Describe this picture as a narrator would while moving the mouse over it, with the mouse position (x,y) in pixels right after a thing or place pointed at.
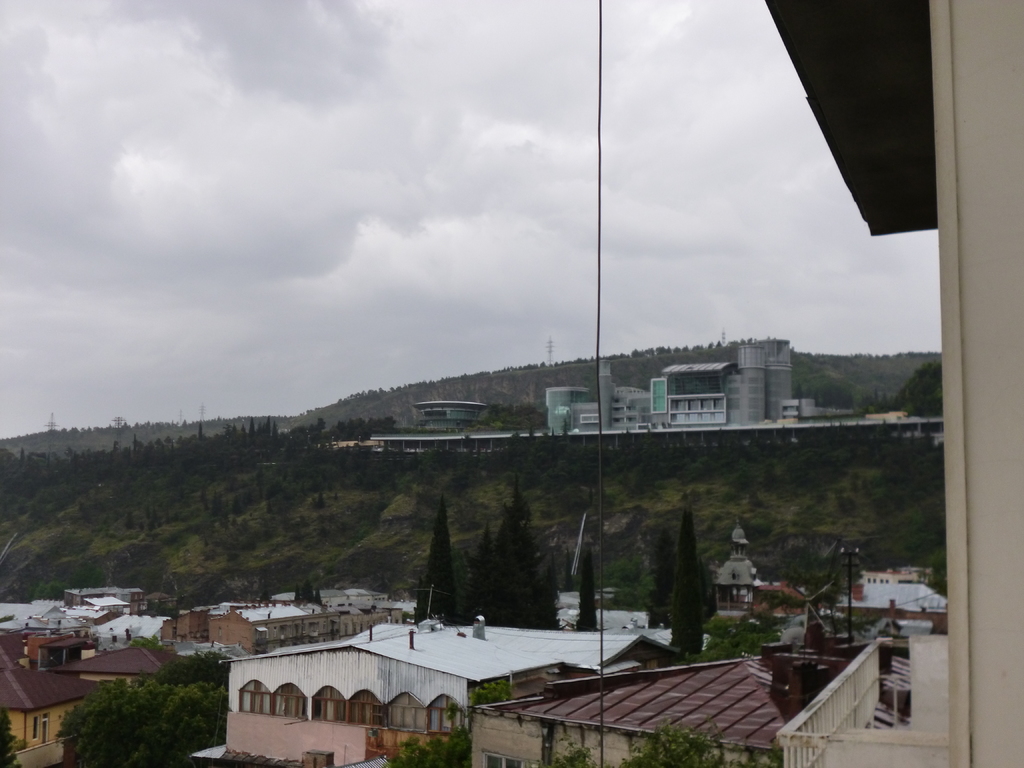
This image is clicked outside. It consists of many buildings (239,648) along with trees (480,574) and plants (291,546). In the background (288,460), there is a mountain (543,471) which is covered with plants (374,453). To the top (335,165), there are clouds (415,210) in the sky (446,249). To the right (985,80), there is a building (989,653).
